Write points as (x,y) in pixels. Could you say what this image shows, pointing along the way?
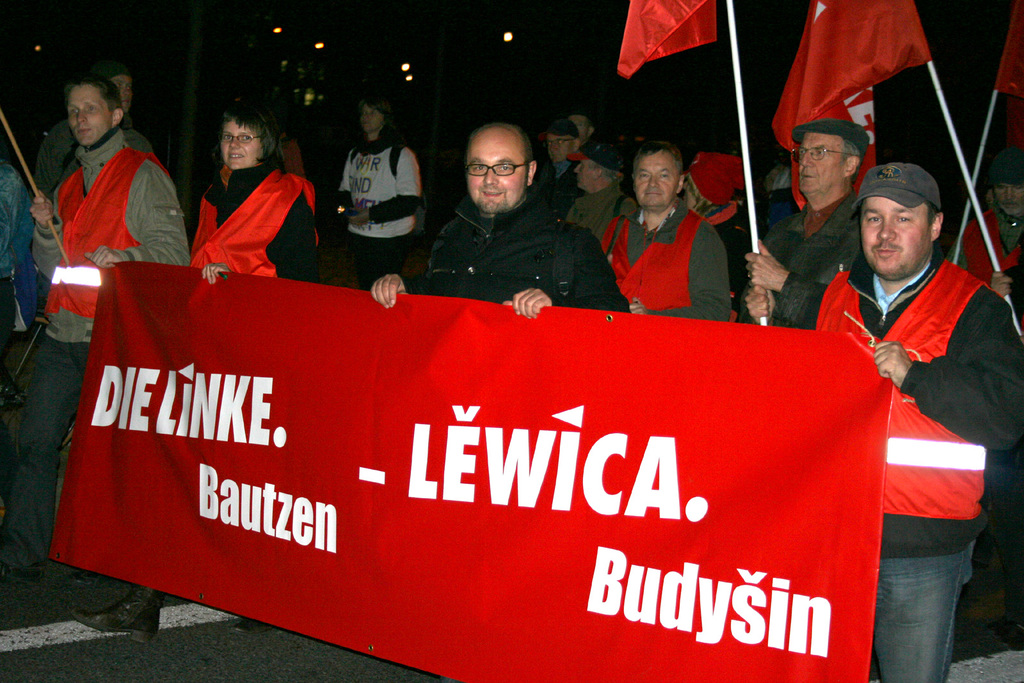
In this image we can see the persons (264,127) holding the red color banner (394,369) with the text (698,507) and we can also see the red color flags (882,16). In the background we can see the lights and this image is taken during the night time. At the bottom (169,616) we can see the road (226,645).
